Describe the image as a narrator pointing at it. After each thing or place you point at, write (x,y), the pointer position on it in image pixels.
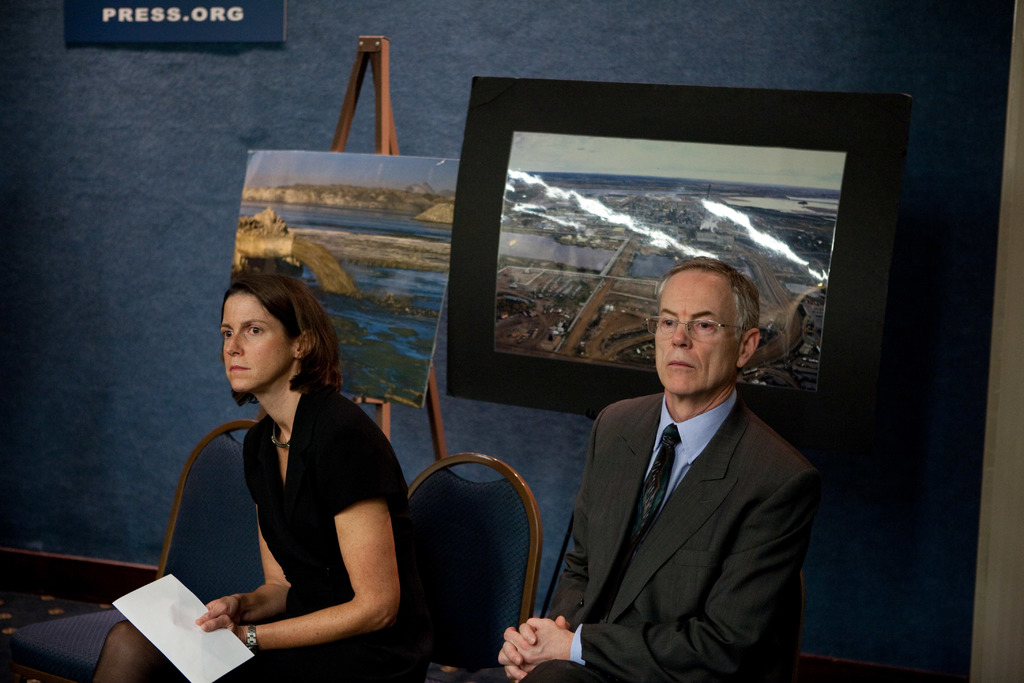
In this image I can see two persons (350,545) sitting, the person (684,543) at right (743,571) is wearing black blazer (777,534) and blue color shirt (687,448) and the person (323,506) at left (318,507) is wearing black color dress (308,511), background (523,452) I can see the screen (584,253) and the wall (193,197) is in blue color.
